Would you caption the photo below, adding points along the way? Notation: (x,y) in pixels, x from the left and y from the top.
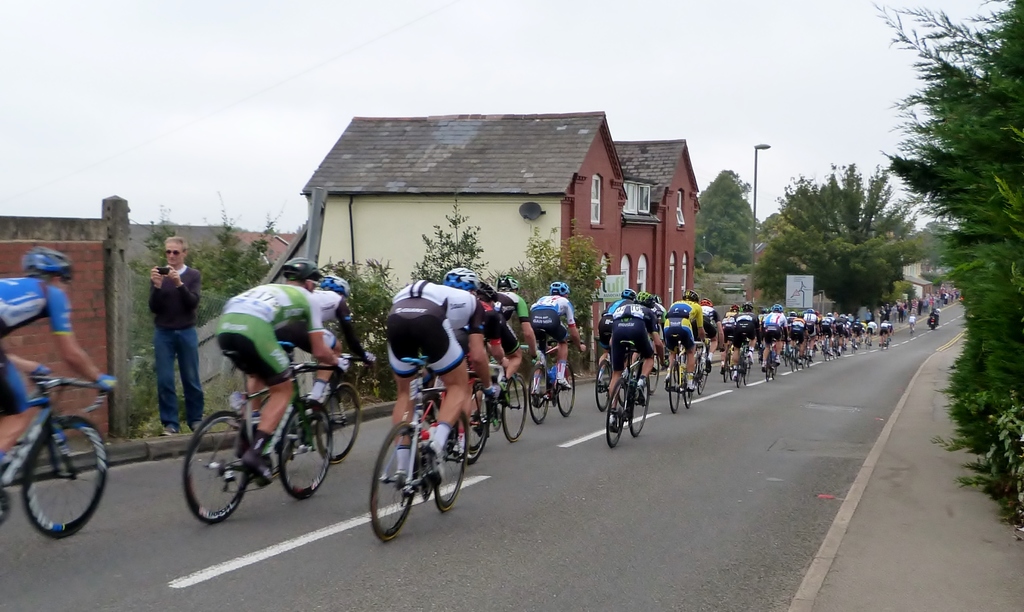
In this picture we can see some people (403,384) riding bicycles (496,371), on the right side (897,281) and left side there are some trees (819,250), we can see a house (664,248), a pole (755,221), a light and a board (804,290) in the background (390,243), a person (189,329) on the left side (184,323) is standing and holding a mobile phone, we can see the sky (441,49) at the top of the picture (505,50).
